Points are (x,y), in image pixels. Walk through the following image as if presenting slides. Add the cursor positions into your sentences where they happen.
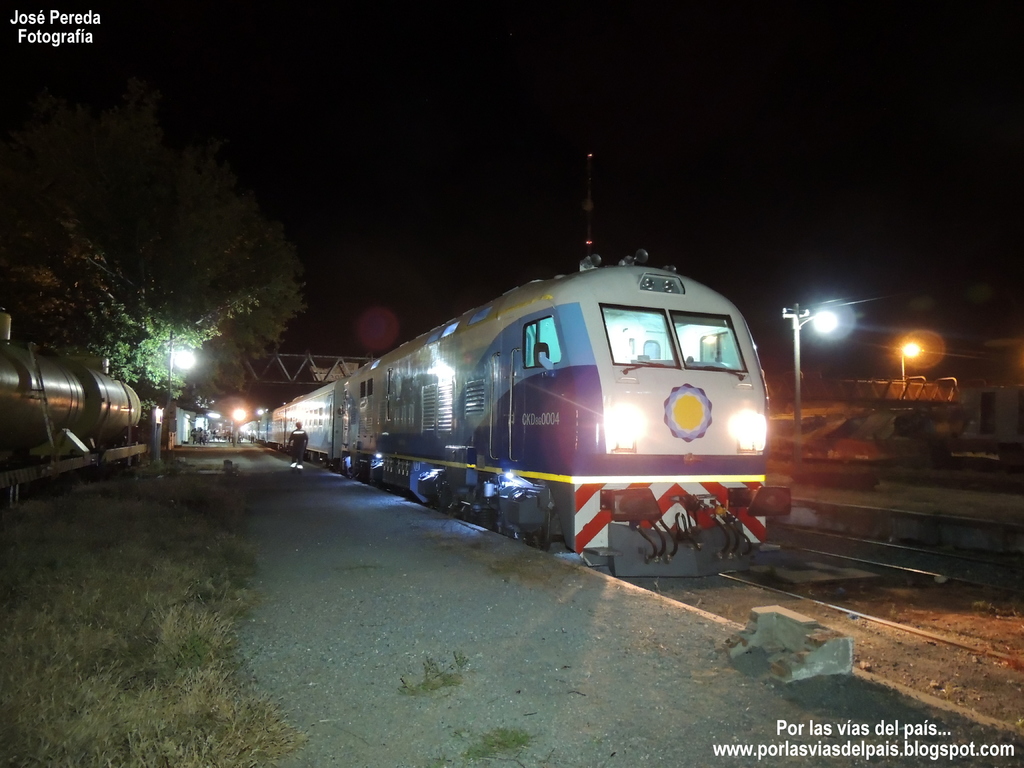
In this picture we can see a train (579,321) on a railway track (703,587) and aside to this railway track (712,597) we have platforms (328,502) and on this platform (315,685) there is a grass (135,578) and here we can see poles (793,307), light (916,343) and a bridge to cross the platform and above there is a sky (540,169) where it is dark.
